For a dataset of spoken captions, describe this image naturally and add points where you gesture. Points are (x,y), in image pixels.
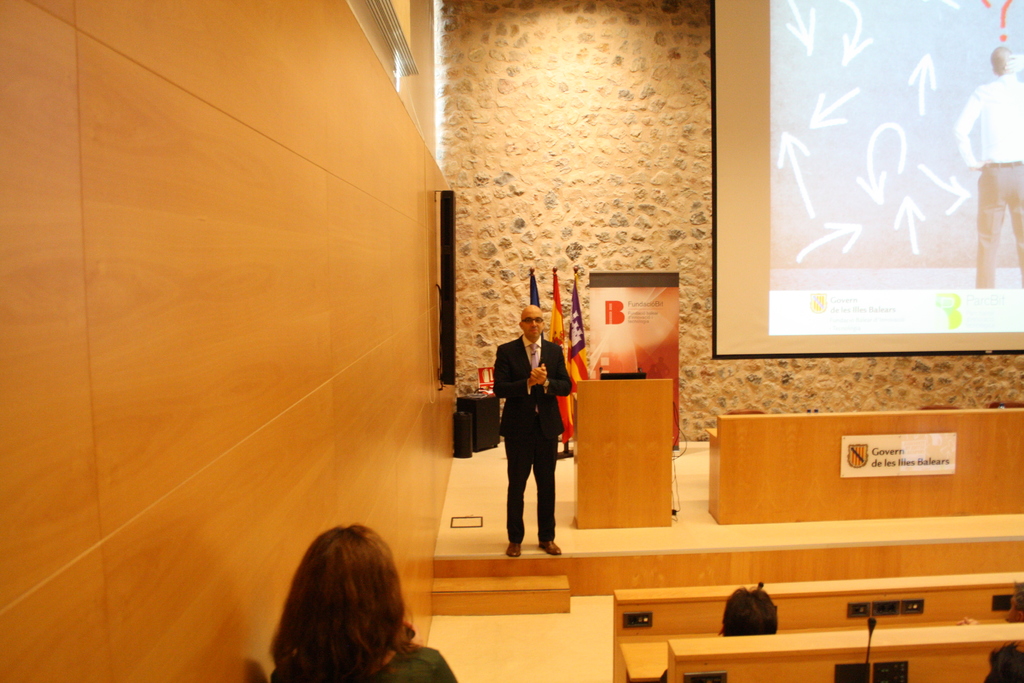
In the picture I can see this person (335,630) on the left side of the image (293,641), here I can see wooden benches (807,624), mics (869,619) and this person (515,410) wearing black color blazer (531,393) is standing on the stage (608,552), here I can see a podium (603,465), a board (937,468) to the wooden table (834,469), I can see a banner (620,328), some objects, flags (562,335), wooden wall (364,305), stone wall (562,210) and projector (913,154) on which something is displayed in the background (817,215).
